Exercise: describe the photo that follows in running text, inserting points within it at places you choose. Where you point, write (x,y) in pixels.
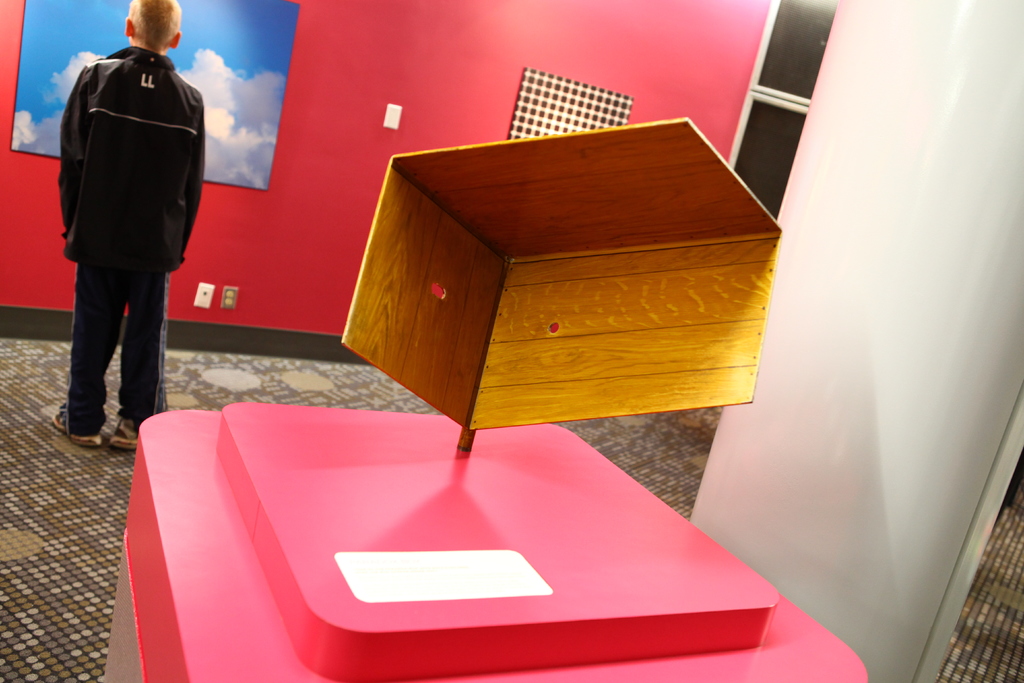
On the left side (183,195) a boy (165,264) is standing and looking at this image on the wall (223,242). He wore a black color coat (137,228).
